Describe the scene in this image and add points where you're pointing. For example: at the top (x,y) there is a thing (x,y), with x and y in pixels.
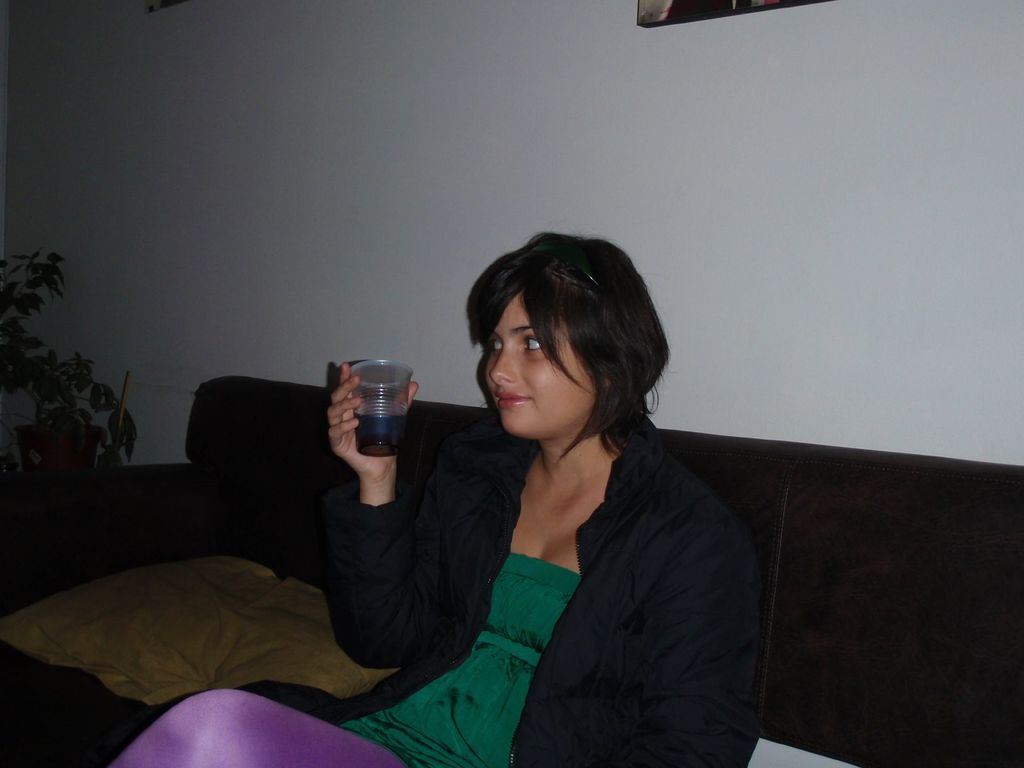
In the middle of the image (370,475) we can see a woman (410,494), she is holding a glass (399,382), beside her we can see a plant (74,375) and we can find drink (391,437) in the glass (391,425).
